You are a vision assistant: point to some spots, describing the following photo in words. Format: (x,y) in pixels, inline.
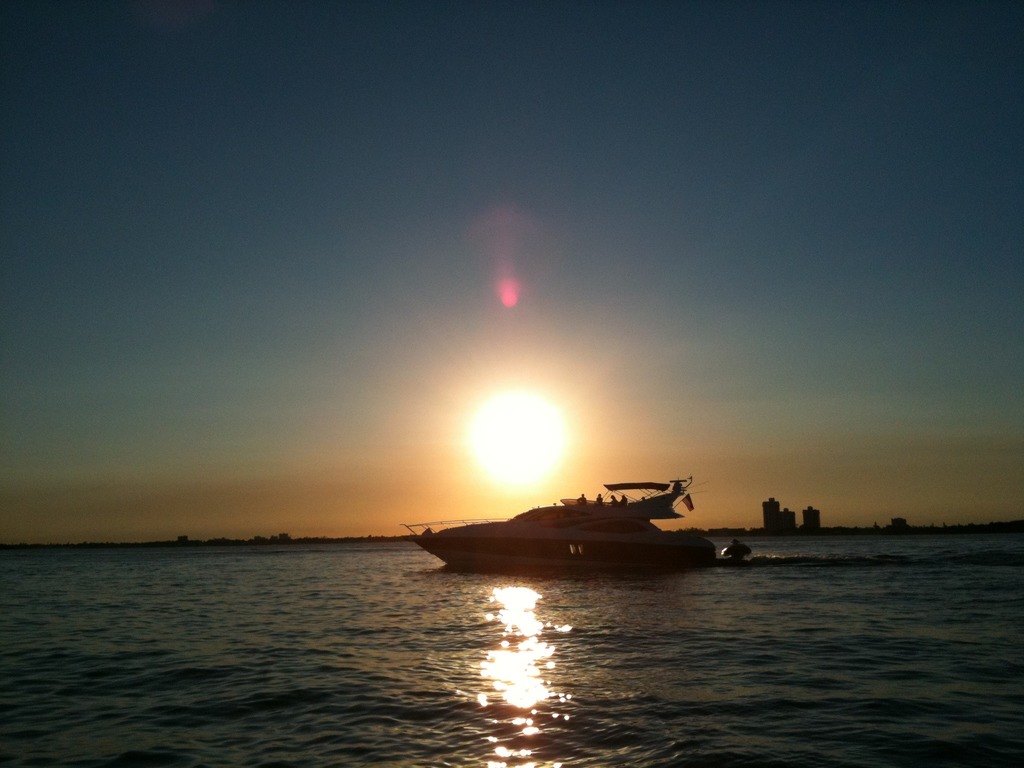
There is a boat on the water (564,691). In the background (915,519) we can see buildings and sky (469,509).
